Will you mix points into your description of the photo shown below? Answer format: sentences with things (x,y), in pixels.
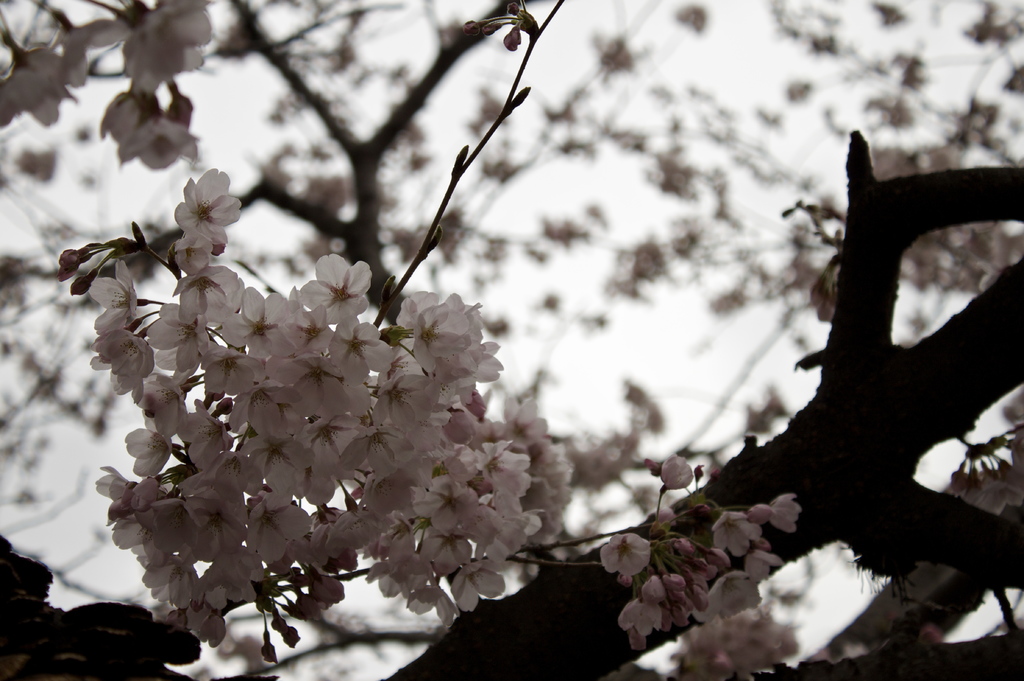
This image consists of a tree (587,467). It has some flowers (416,483). They are in white color.
